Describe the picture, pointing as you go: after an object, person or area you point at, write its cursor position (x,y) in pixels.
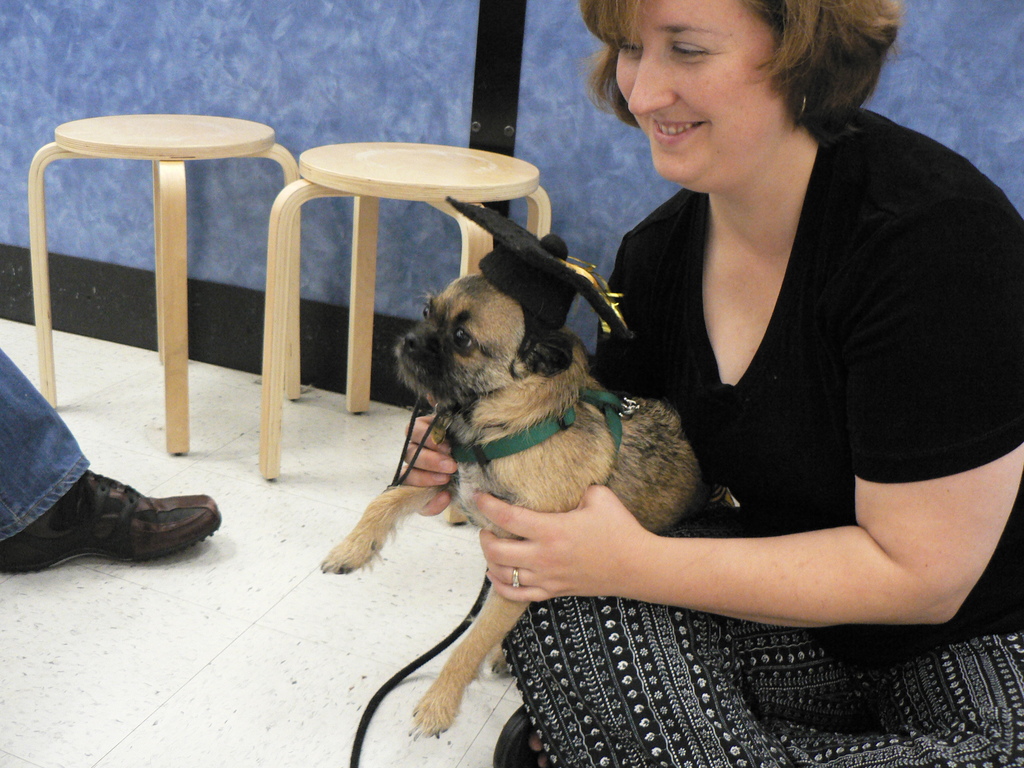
In this image I see a woman (951,756) who is smiling and holding the dog (473,293) in her hands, I can also see that there are 2 stools (38,252) and a person's leg (24,505) over here. In the background (191,359) I see the wall (28,313).
